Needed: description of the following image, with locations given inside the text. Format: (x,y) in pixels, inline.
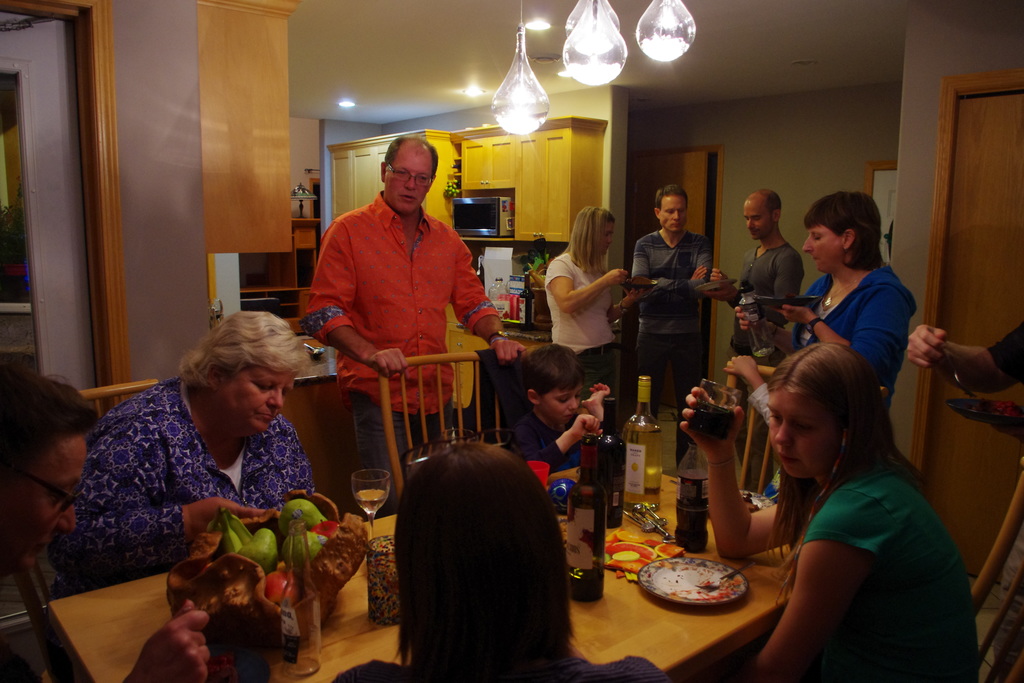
There are few people (447,587) sitting on the chair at the table (696,639), on which we have fruits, wine bottles (640,487), glasses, food items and plates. In the background (634,259) there are few people (827,286) standing holding plates (783,298) in their hands (728,295) and also cupboards (272,135), wall (323,222), lights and oven (483,220).
